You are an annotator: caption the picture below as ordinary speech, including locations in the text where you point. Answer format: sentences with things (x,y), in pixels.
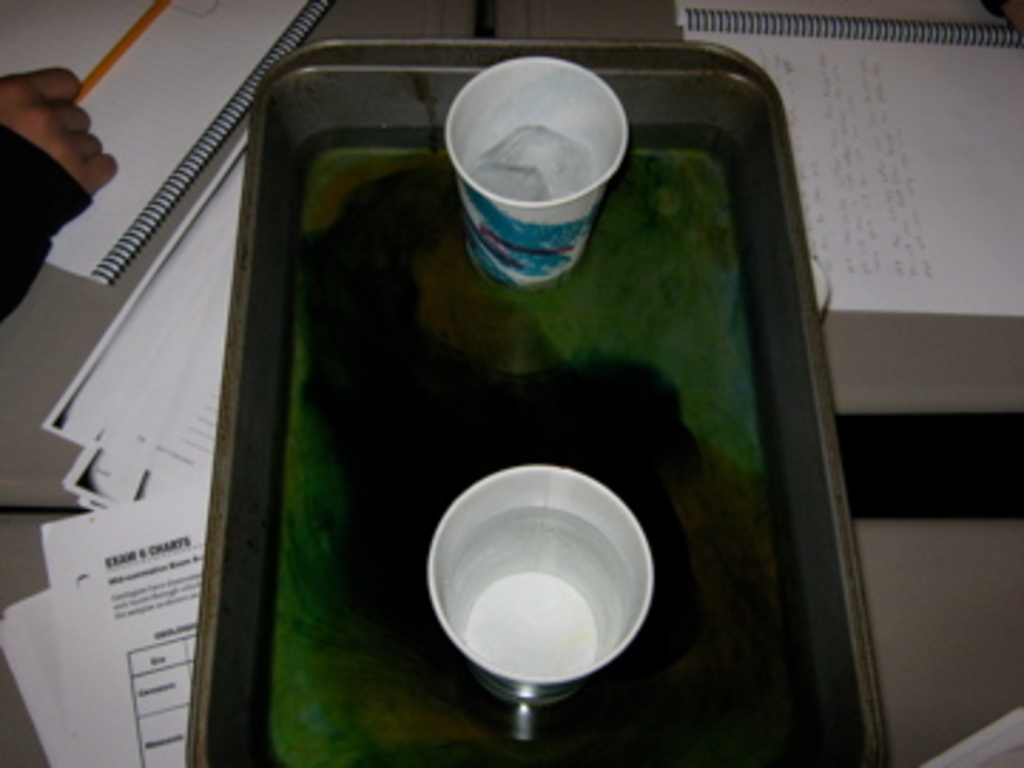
In this picture there are cups (469,95) on the tray (830,544). There are books (168,205), papers (866,157) and there is a tray (741,96) on the table (1001,677). On the left side of the image (41,76) there is a person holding the object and there is text (889,261) on the papers (167,474).
